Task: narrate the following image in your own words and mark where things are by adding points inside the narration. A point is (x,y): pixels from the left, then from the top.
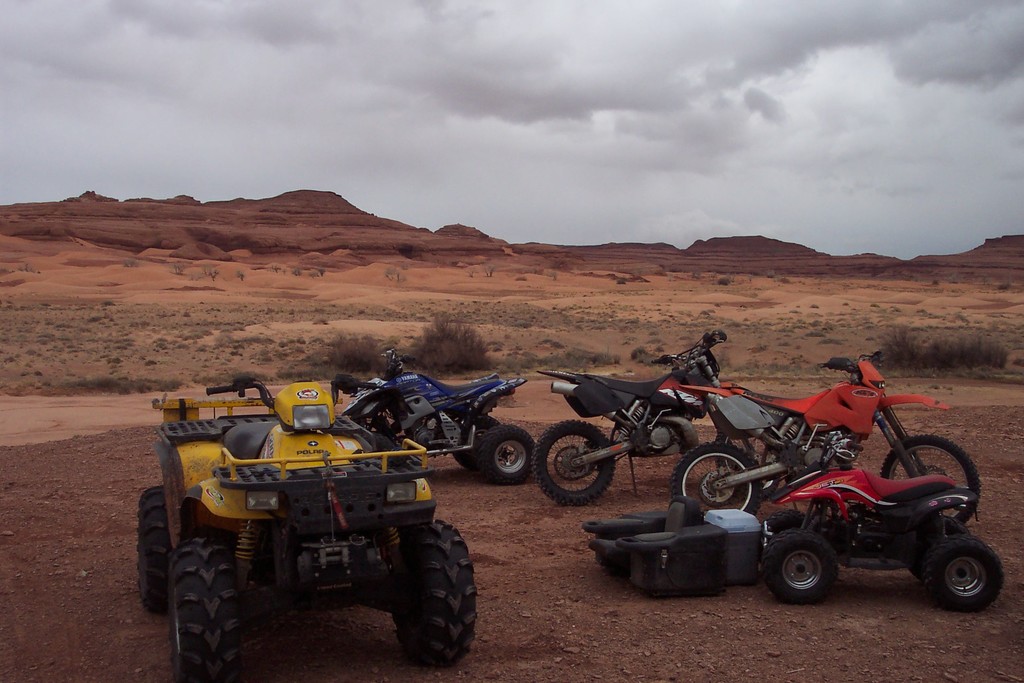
In this picture we can see terrain vehicles (316,588) and three bikes (693,423) in the front (638,392), in the background (1001,349) there are some plants (893,360), we can see the sky (709,106) and clouds (671,91) at the top of the picture (601,57), at the bottom (553,630) there are some stones (551,598).
